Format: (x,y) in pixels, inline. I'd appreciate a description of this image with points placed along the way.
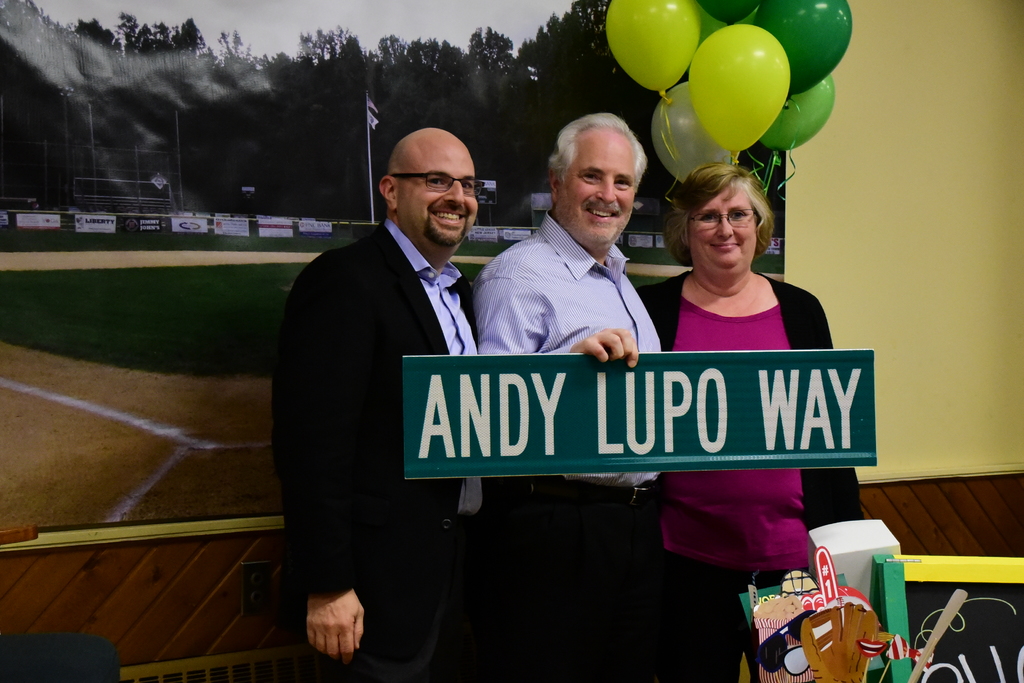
In this image we can see two men (327,516) and a woman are standing and among them a man (591,496) is holding a board (600,428) in his hand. In the background (54,646) there is a picture (22,308) on the wall (1023,407), balloons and an object (263,580) at the bottom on the left side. On the right side (1009,654) there is a board (913,596) and objects (934,631).
